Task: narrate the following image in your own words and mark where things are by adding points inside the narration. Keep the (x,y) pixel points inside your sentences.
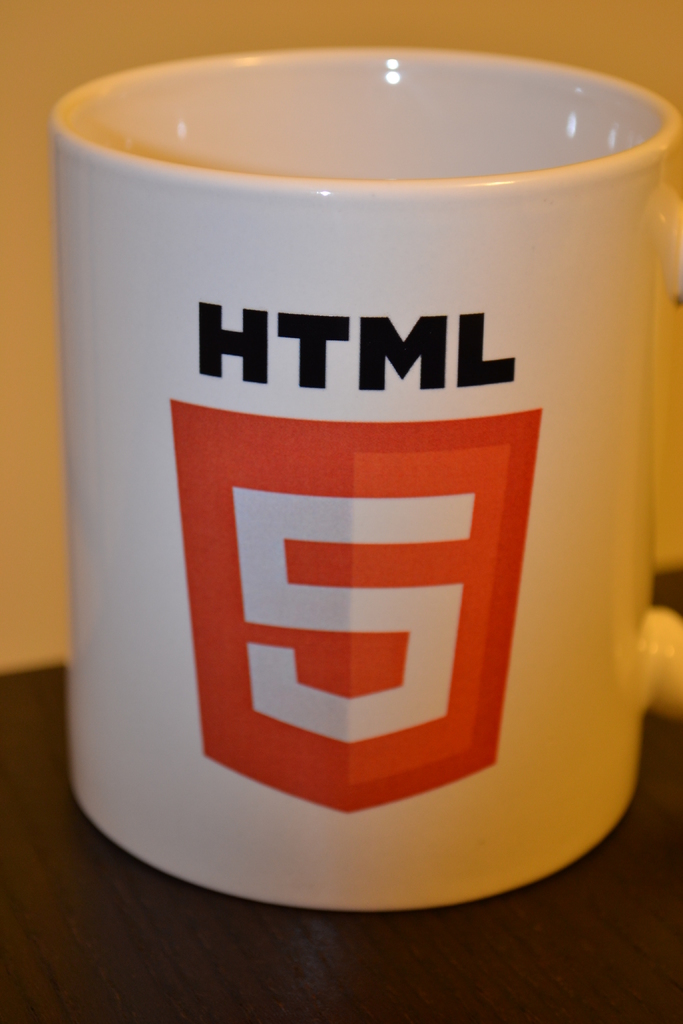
In this image I can see a white color cup (416,354) and something is written on it with black and red color. Background (51,23) is in cream color.
